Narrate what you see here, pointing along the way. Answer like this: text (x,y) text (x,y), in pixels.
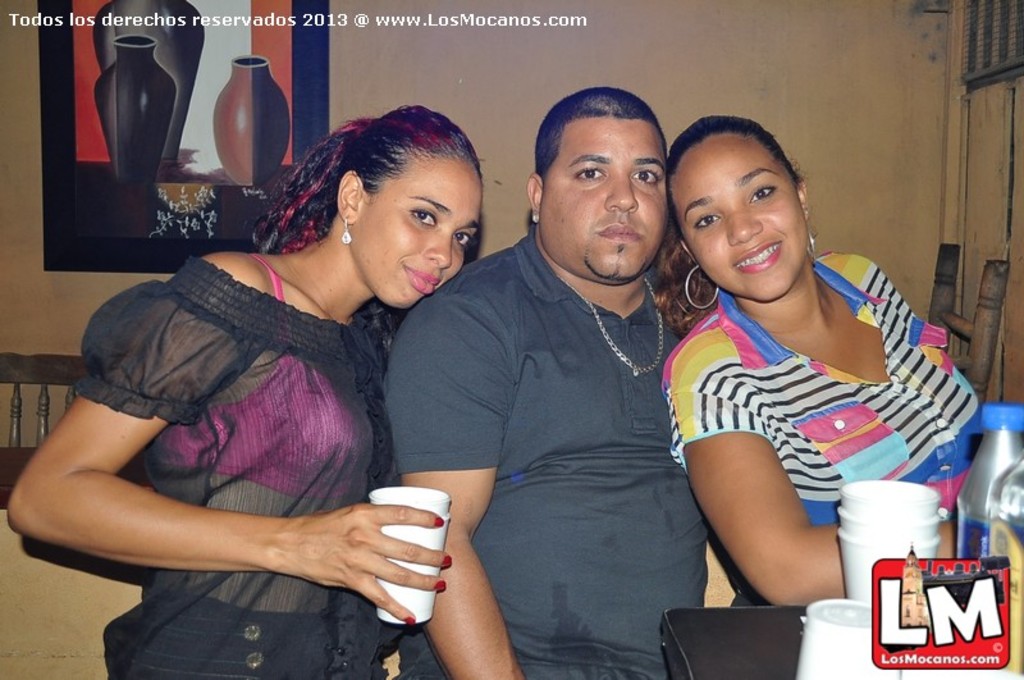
There are people (739,336) in the center of the image (624,373), there is a bottle (971,508) and glasses (857,565) in the bottom right side (922,523), the lady (359,154) is holding a glass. There is a portrait (294,141), it seems like a ladder (1004,281) in the background (995,295).
